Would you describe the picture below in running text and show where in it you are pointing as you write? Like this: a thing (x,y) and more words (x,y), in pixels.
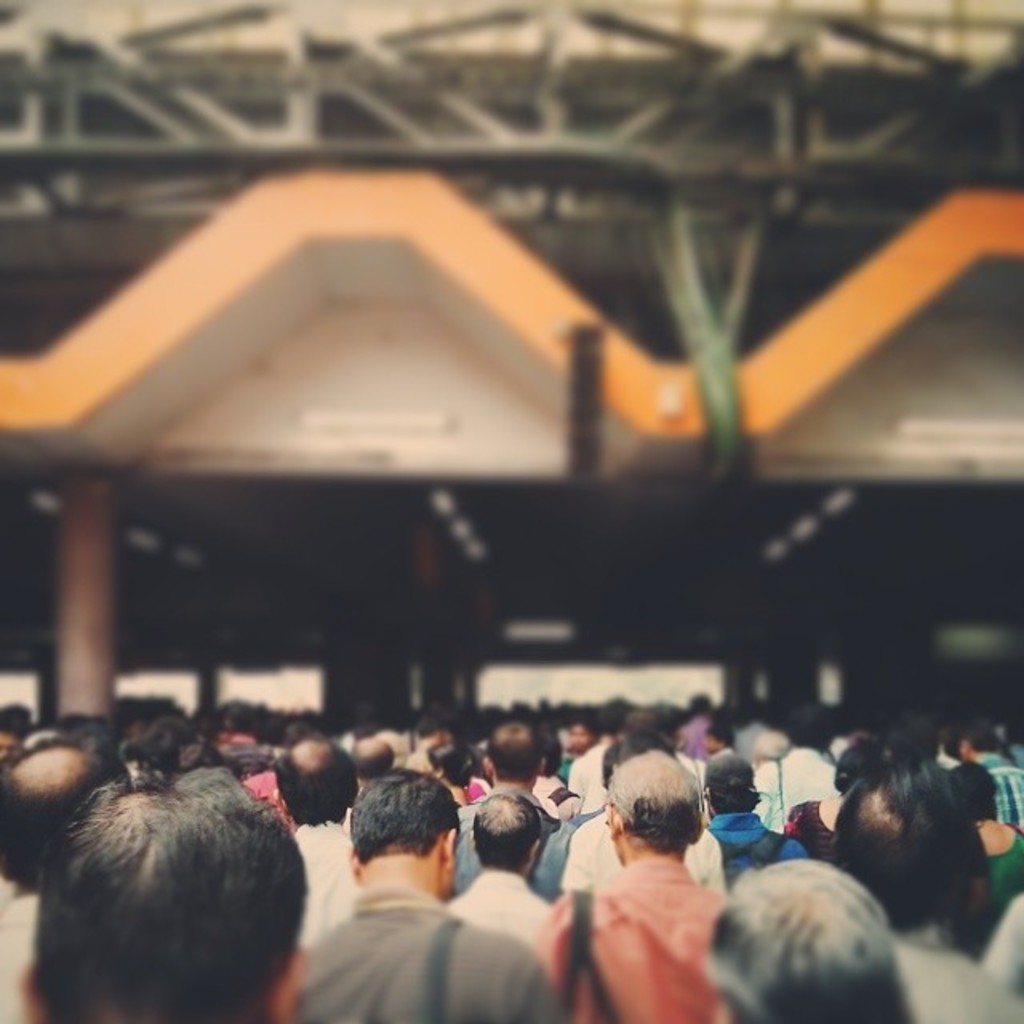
In this image, we can see some people (568,757) standing and there is a wall (843,407).
